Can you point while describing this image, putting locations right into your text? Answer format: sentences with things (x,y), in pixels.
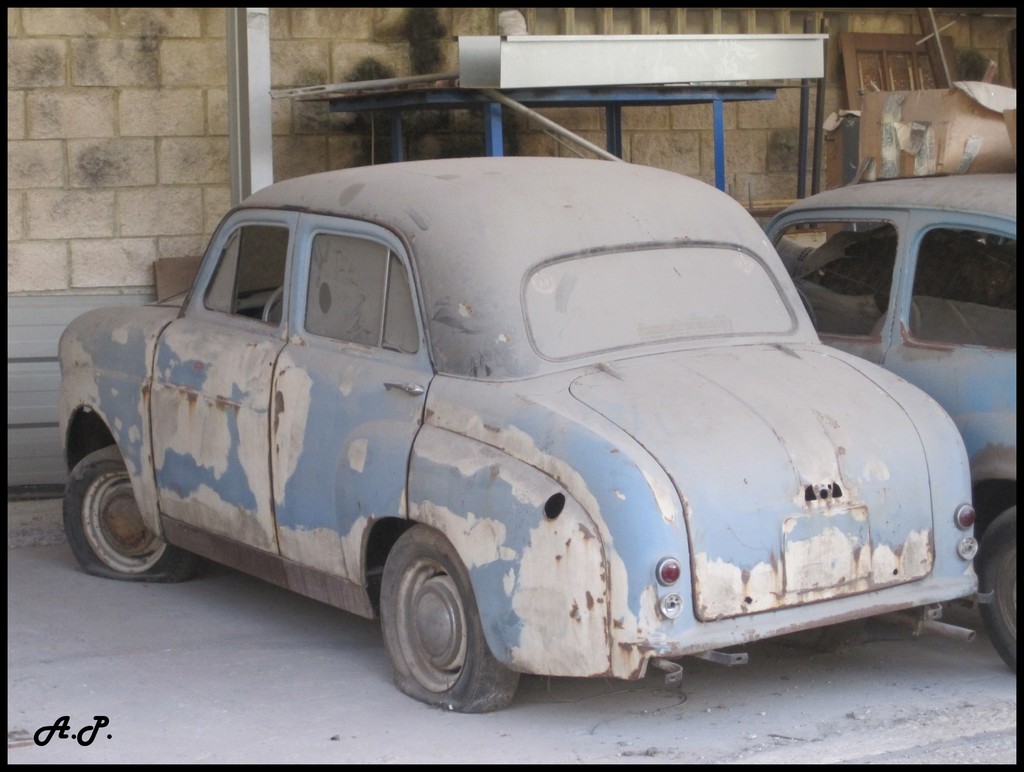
In the foreground of this image (376,404), there are two old cars (702,372) and on an one car (943,240) there is a cardboard box (925,131) placed on the top (919,198) of it. In the background (85,123), there is a wall pole (246,128), a metal object (533,58), and few other objects (910,37).
